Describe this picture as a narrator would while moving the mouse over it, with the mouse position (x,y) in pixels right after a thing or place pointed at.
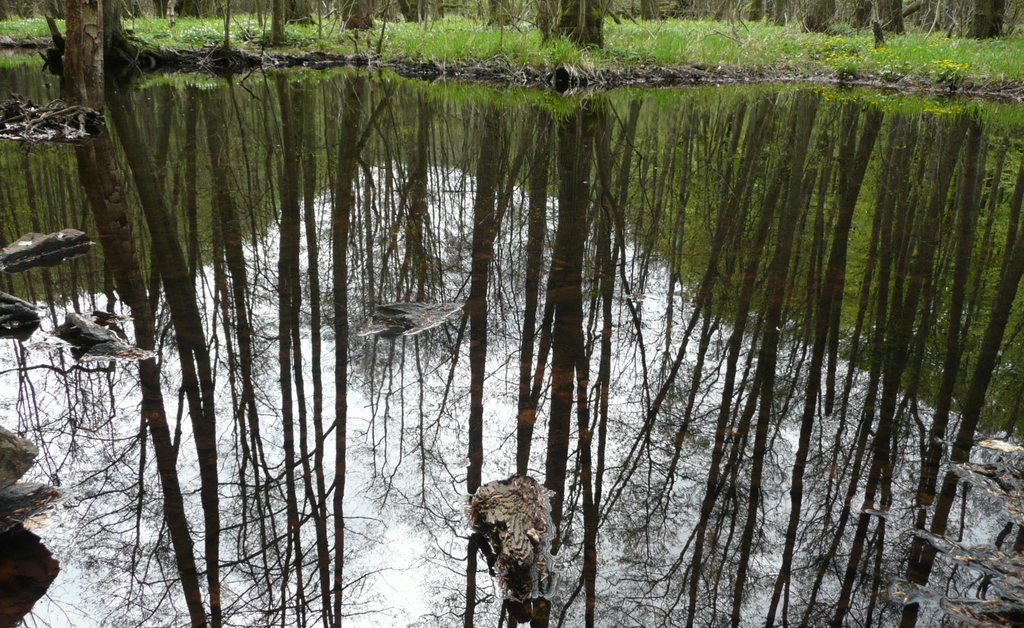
In the image there is a pond (565,211) in the front (399,282) and in the back (862,47) there are many trees (573,14) on the grassland (534,37).
